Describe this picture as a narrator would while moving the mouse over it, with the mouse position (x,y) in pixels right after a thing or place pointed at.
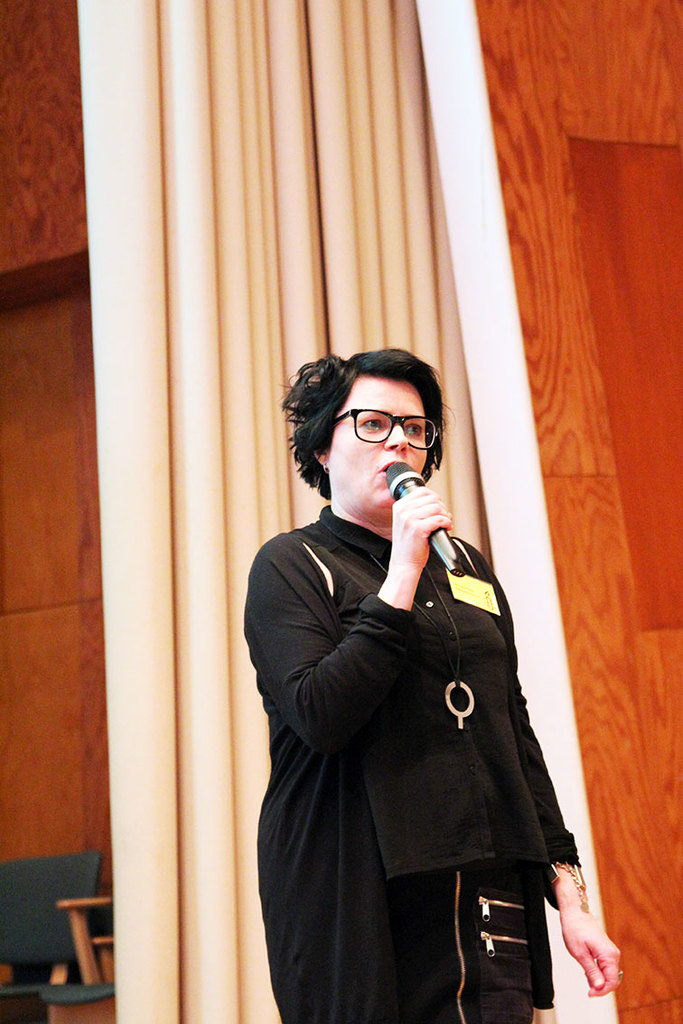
The woman (453,671) in the middle of the picture (365,600) wearing a black dress (450,792) is holding a microphone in his hand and she is talking on the microphone (406,483). Behind her, we see a curtain (256,232) and a wall (86,673) in brown color. In the left bottom of the picture (66,874), we see the empty chairs (84,934).
